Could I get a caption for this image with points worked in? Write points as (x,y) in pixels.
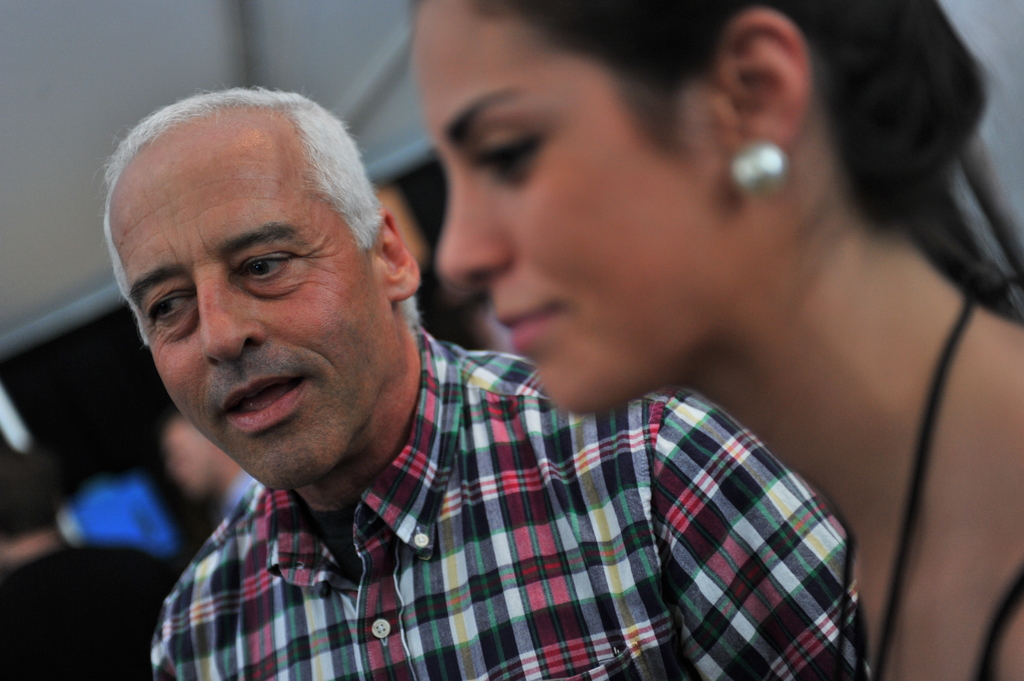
On the right (701,170) it is blurred. On the right (814,281) there is a woman (859,407). In the center of the picture (369,310) there is a person (232,413). The background (19,351) is blurred. In the background (55,288) there are people (123,562) and tent (179,72).
